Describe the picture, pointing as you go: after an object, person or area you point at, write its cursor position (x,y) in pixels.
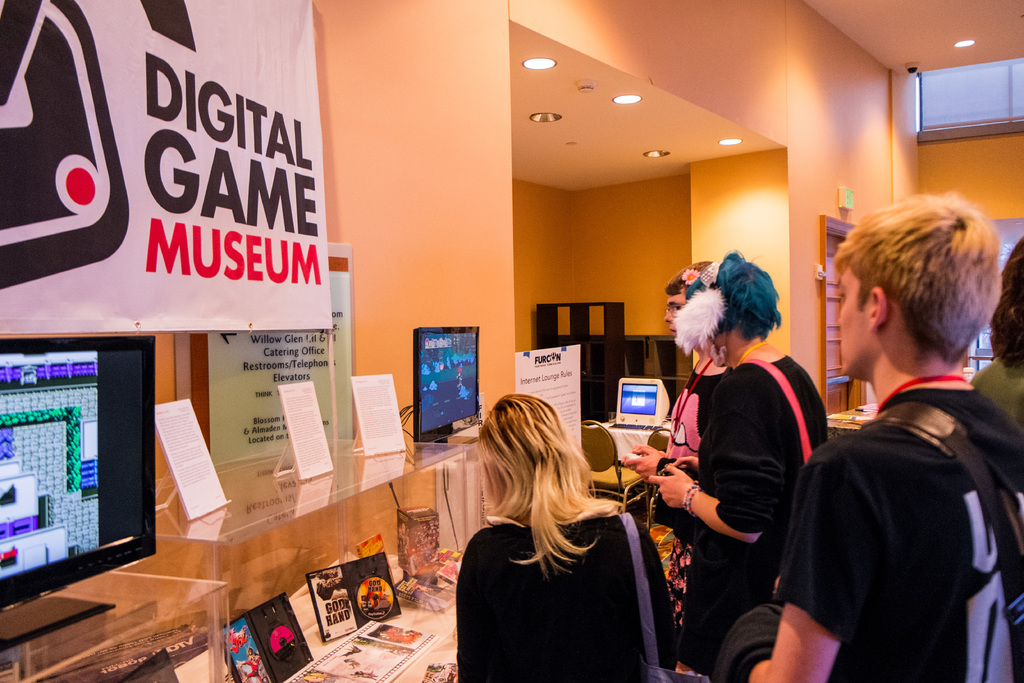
In the image we can see there are people (698,460) standing and there are monitors (459,354) kept on the table (359,639). There are CD copies (373,606) kept on the table (303,613) and there are banners (555,377) kept on the wall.
